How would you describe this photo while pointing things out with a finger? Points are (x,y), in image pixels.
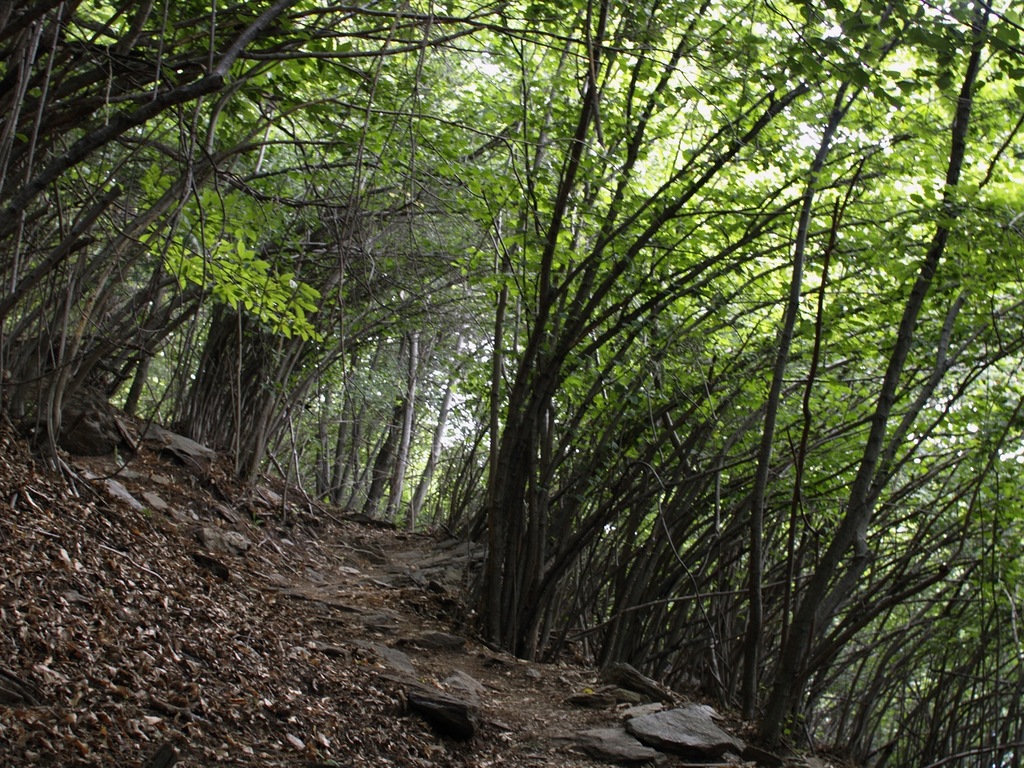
At the bottom of the image (181,715) we can see the ground (409,642), dry leaves (394,738) and stones (701,710). In the background of the image (648,586) we can see the trees (431,452).
